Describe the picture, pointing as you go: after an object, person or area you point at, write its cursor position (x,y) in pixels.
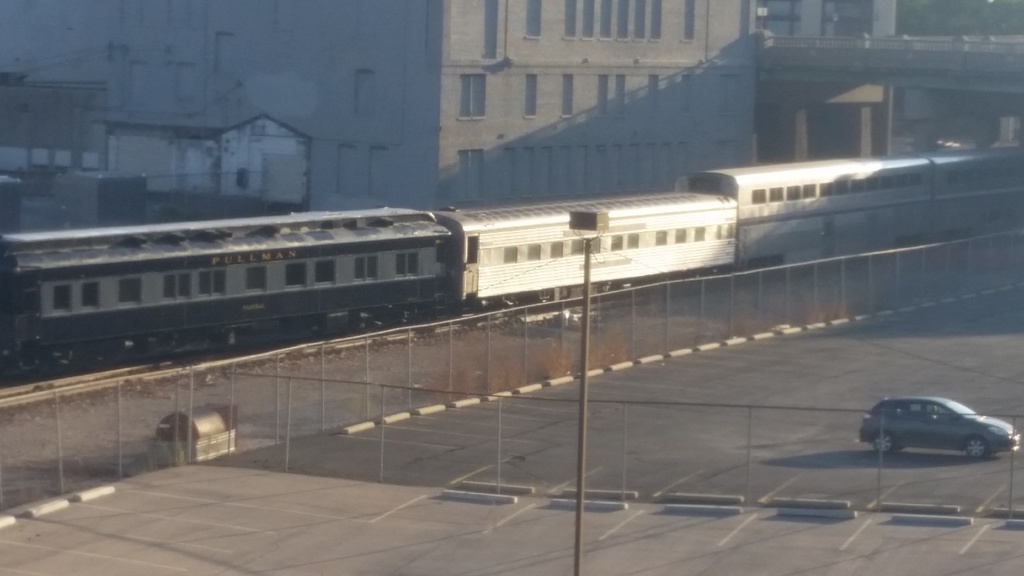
In this picture, on bottom right hand corner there is a car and in the middle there is a pole (595,216) and there is a train (70,304) from left to right.
